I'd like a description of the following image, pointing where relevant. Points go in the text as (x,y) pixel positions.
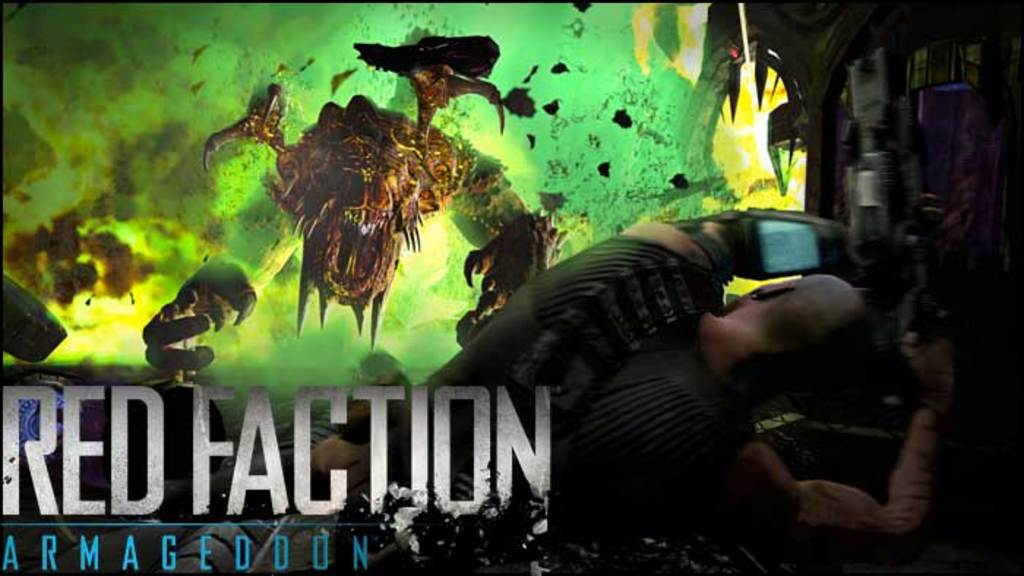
In this image we can see there is a poster (486,350). On the poster (474,333) there are a monster (425,129), person (772,303) and a few other objects (882,276). In the foreground of the poster (307,476) there is some text (72,447).
